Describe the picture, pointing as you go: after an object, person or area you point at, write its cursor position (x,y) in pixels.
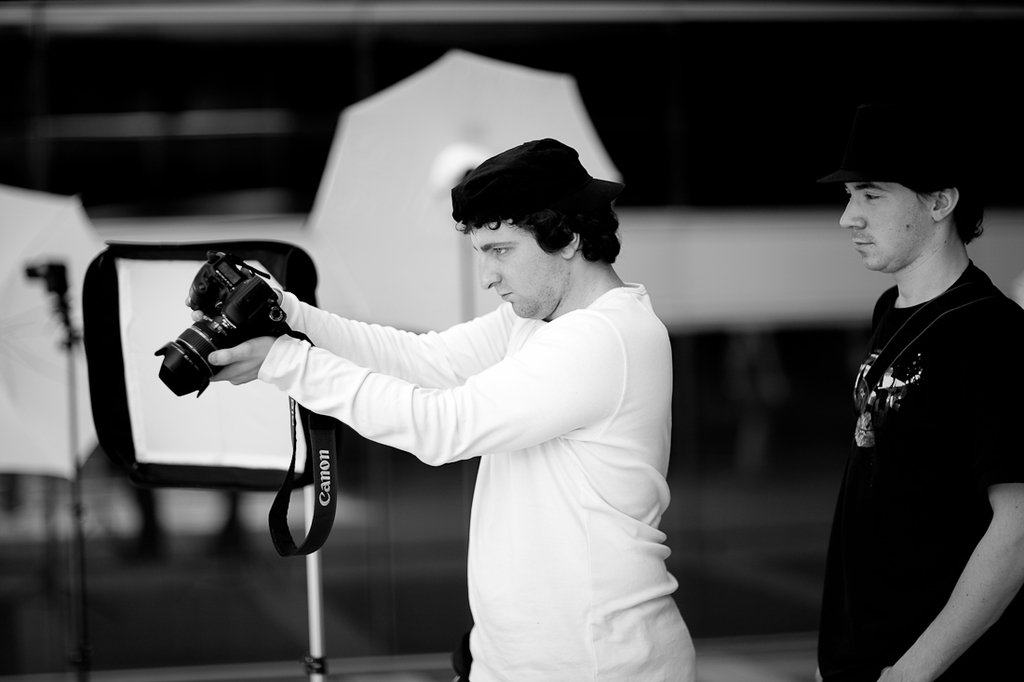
A black and white picture. This 2 persons (999,456) are standing. This person (596,481) is holding a camera (284,314). Far there are umbrellas (53,230).
